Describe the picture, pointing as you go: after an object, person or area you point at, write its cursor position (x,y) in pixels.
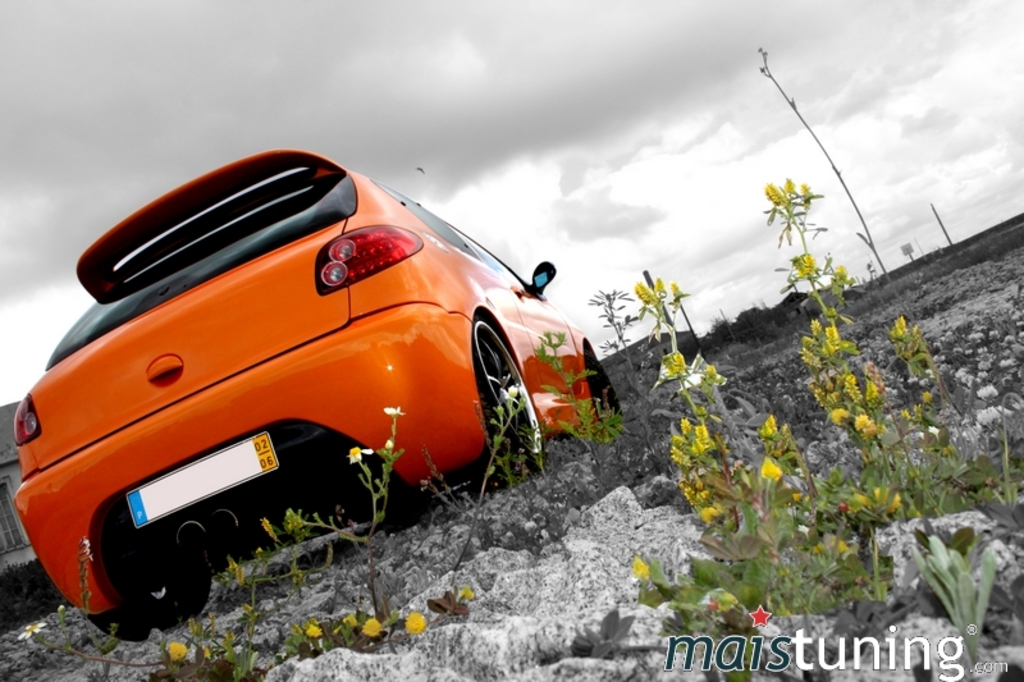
In this image I can see on the left side (200,363) there is a beautiful orange color car (316,424) on the road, on the right side (785,460) there are yellow color flowers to these plants (762,503). At the top (583,71) it is the cloudy sky (563,91).
